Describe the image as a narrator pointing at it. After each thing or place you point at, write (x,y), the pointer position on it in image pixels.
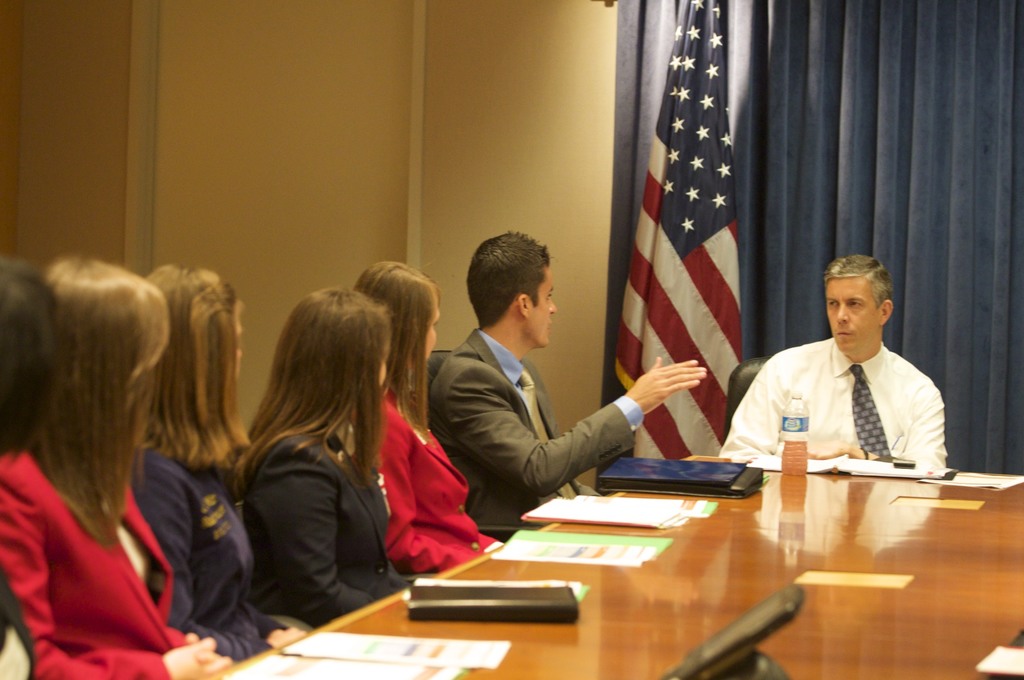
In this image I can see on the left side (134,277) few girls (414,552) are sitting and looking at that side. In the middle (594,413) a man (594,413) is sitting and speaking, he wore tie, shirt (526,406), coat (527,429). On the right side (815,389) there is another man (806,395), in the middle (654,230) there is the flag (677,211).
